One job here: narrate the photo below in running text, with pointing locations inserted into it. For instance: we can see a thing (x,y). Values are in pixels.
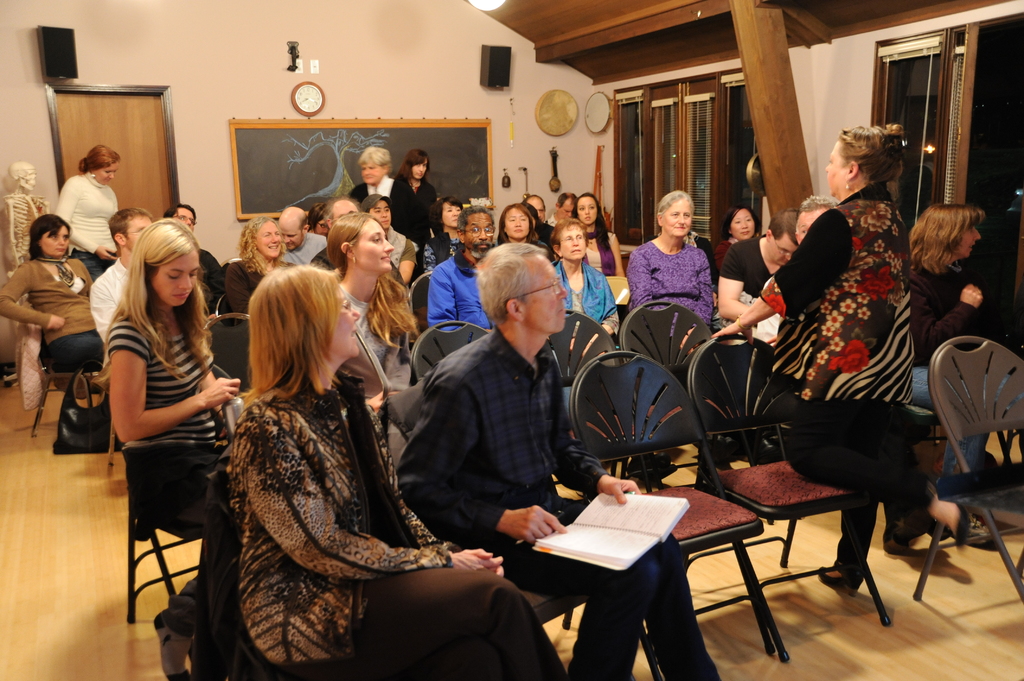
In the center of the image (509,341) we can see a group of people (494,371) are sitting on the chair (752,386). In the background of the image (738,132) we can see windows (720,124), wall (833,118), drums (554,129), board (319,149), clock (303,111), skeleton (32,188), speakers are there. At the top of the image (541,5) roof (528,21) and light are there. At the bottom of the image (95,590) floor (84,593) is present.
